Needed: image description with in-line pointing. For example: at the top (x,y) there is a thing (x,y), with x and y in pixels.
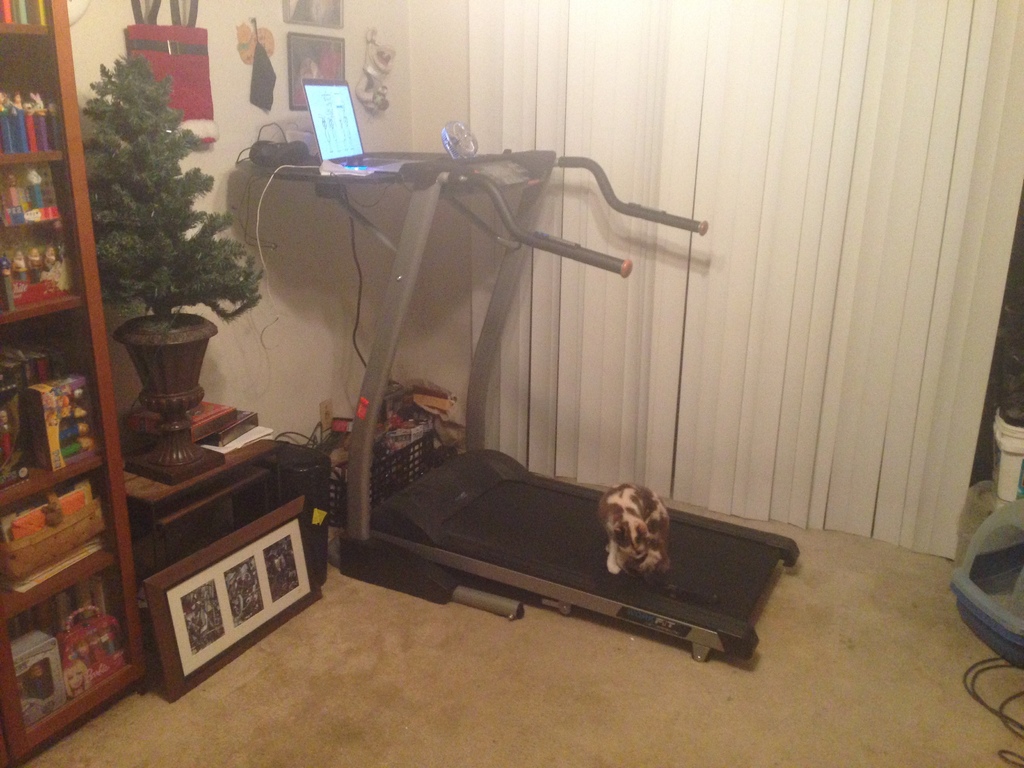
As we can see in the image, there is an animal (630,519) on treadmill (496,514), laptop (358,165), plant (150,208), photo frame (222,562), rack (51,318) and floor (416,685).
